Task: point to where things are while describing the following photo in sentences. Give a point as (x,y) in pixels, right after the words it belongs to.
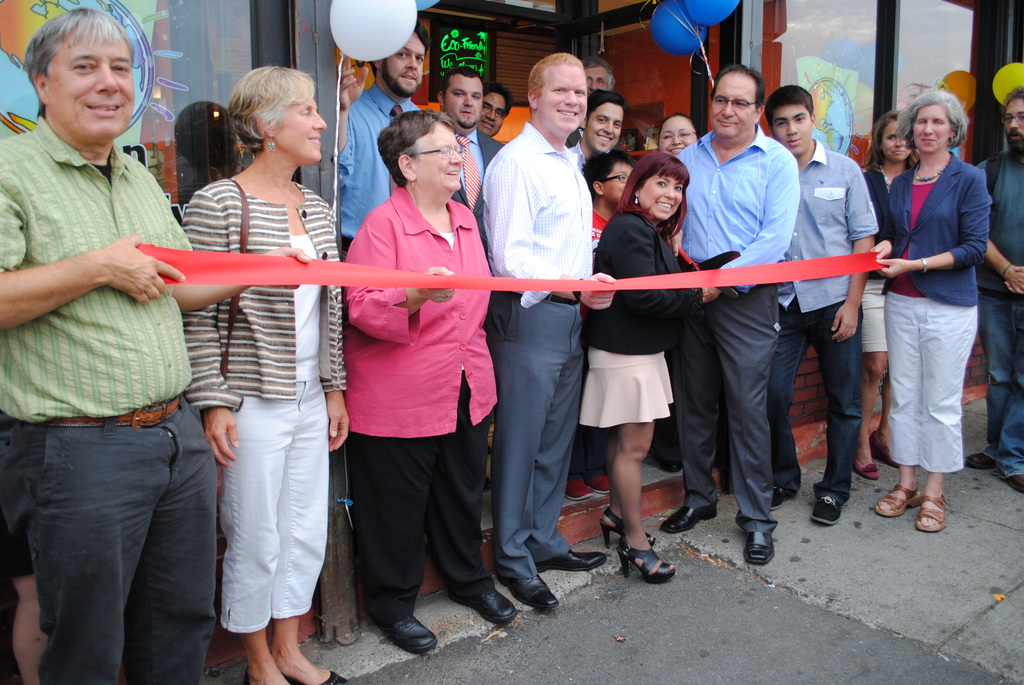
In this image we can see the persons (562,274) standing on the path (966,489) and smiling and also holding the red color ribbon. In the background (160,39) we can see the balloons (379,12) and also the glass windows (861,38). We can also see the text board (460,57).
